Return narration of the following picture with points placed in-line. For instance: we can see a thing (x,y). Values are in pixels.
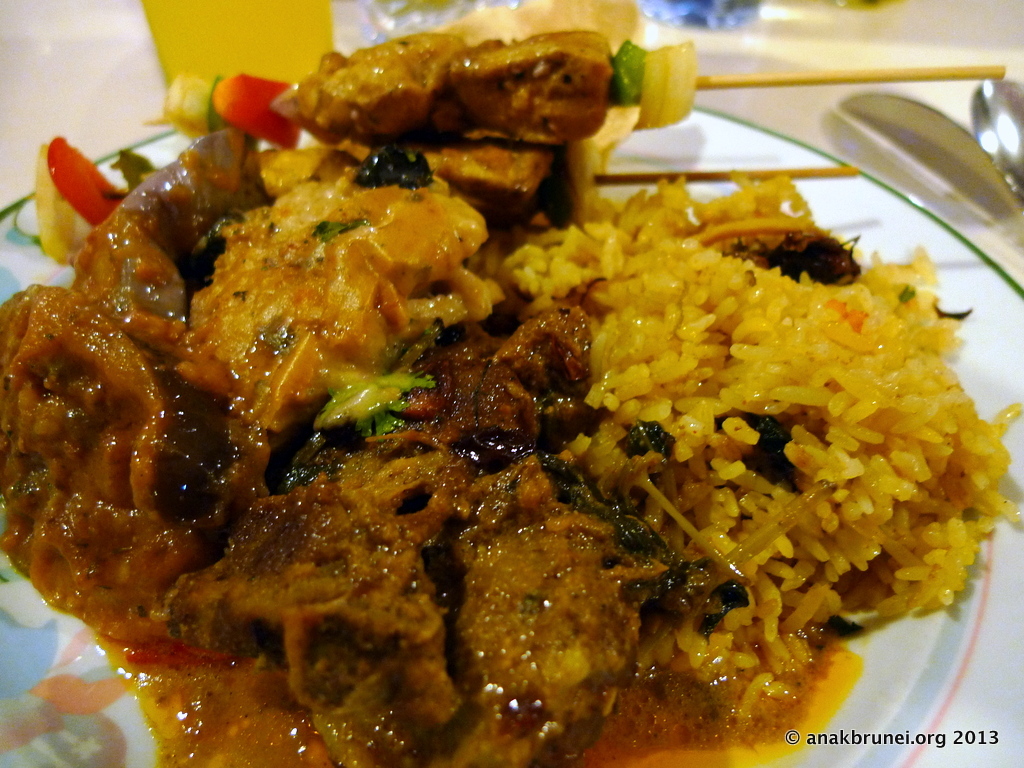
This image consists of food (581,462) which is in the front (579,390) on the plate (843,219).
